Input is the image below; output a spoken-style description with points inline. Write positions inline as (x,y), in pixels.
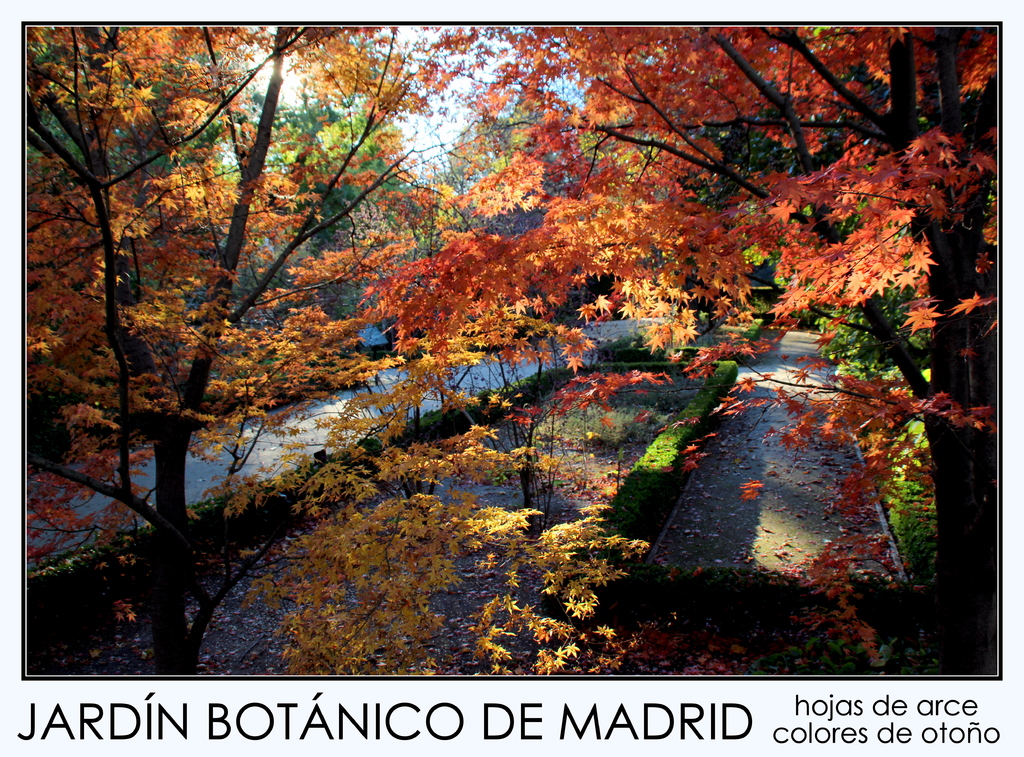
It is a poster. In this image, we can see so many trees (563,532), plants (900,592), grass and road (664,558). At the bottom of the image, we can see some text (648,707).
